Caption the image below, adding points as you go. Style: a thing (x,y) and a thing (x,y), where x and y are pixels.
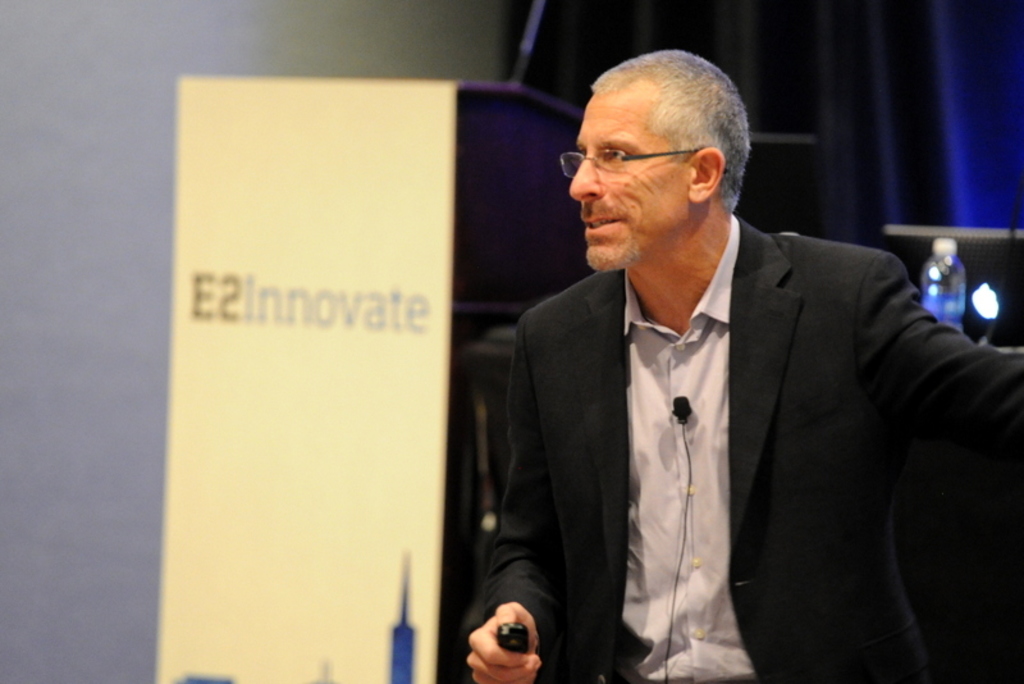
In this image there is a man (561,472) on the right side (737,510) who is wearing the coat (608,489). Behind him there is a podium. On the right side (961,299) there is a laptop (970,281) and a bottle (954,284) on the table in the background (961,267). There is a curtain (790,54) at the top (784,37). There is a mic (684,426) attached to his shirt (660,457).
